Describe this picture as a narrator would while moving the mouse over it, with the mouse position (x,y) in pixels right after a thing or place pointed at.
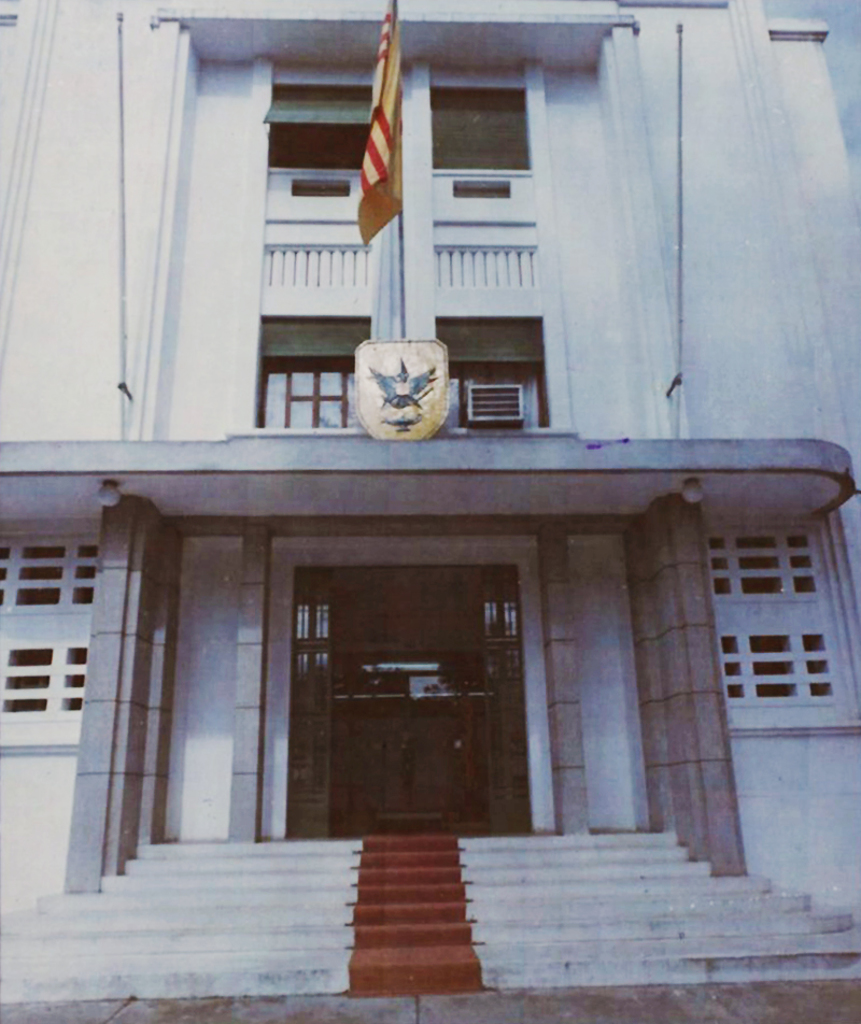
In this image we can see a building (216,321) with windows (263,407). Also there is a flag (401,141) with a pole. Near to the flag (390,145) there is a logo (379,365). Also there are steps (471,840).
